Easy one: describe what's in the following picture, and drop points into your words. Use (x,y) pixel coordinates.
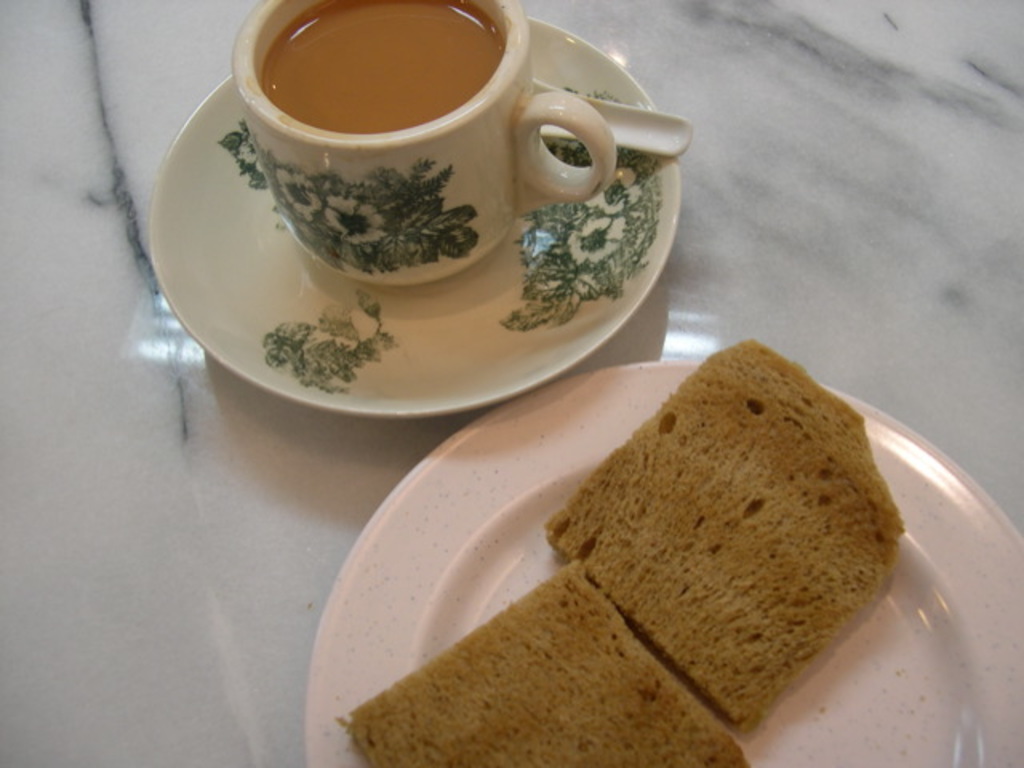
In this image, we can see a tea cup (392,205) and a saucer (567,255), there is tea (309,84) in the cup (473,176), we can see a white color plate (584,428), in that plate (840,764) we can see two toasts (711,590).
